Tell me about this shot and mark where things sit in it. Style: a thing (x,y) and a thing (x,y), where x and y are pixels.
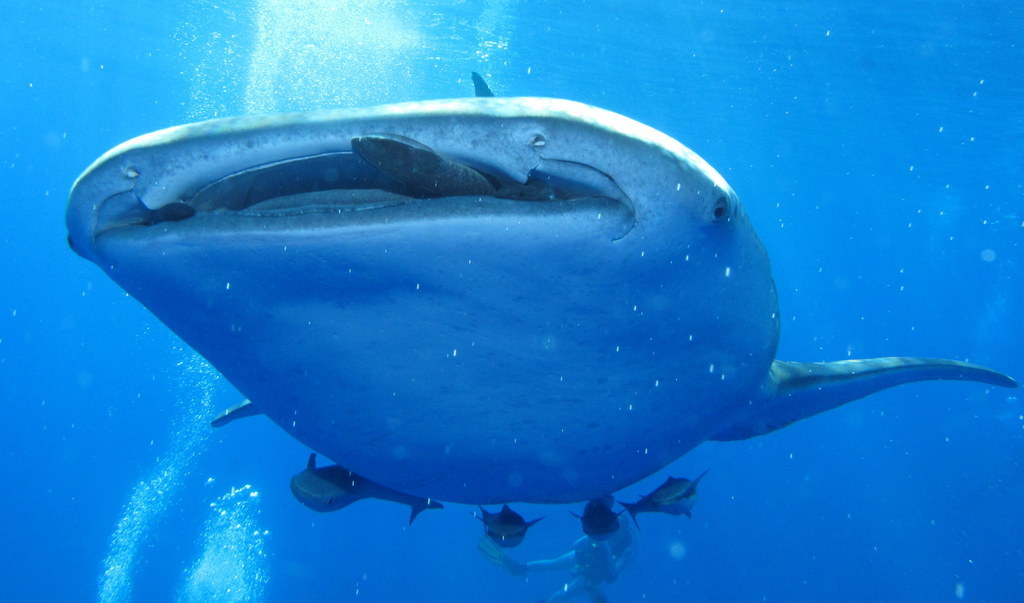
Here we can see a whale (743,381) shark and fishes (623,511) in the water (74,473).
